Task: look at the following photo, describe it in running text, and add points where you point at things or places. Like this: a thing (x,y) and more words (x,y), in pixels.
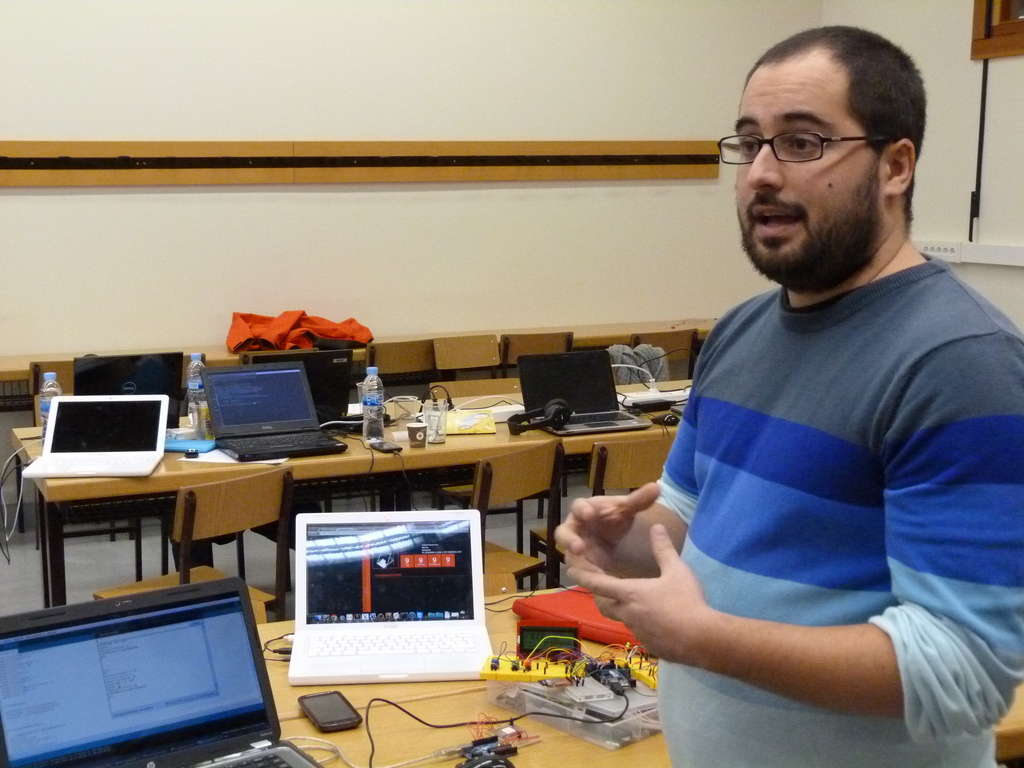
In the image we can see there is a person (795,312) who is standing and on the table (397,724) there are laptops (357,621), water bottle (372,429), mobile phone (317,701) and other electronic gadgets (624,666).
